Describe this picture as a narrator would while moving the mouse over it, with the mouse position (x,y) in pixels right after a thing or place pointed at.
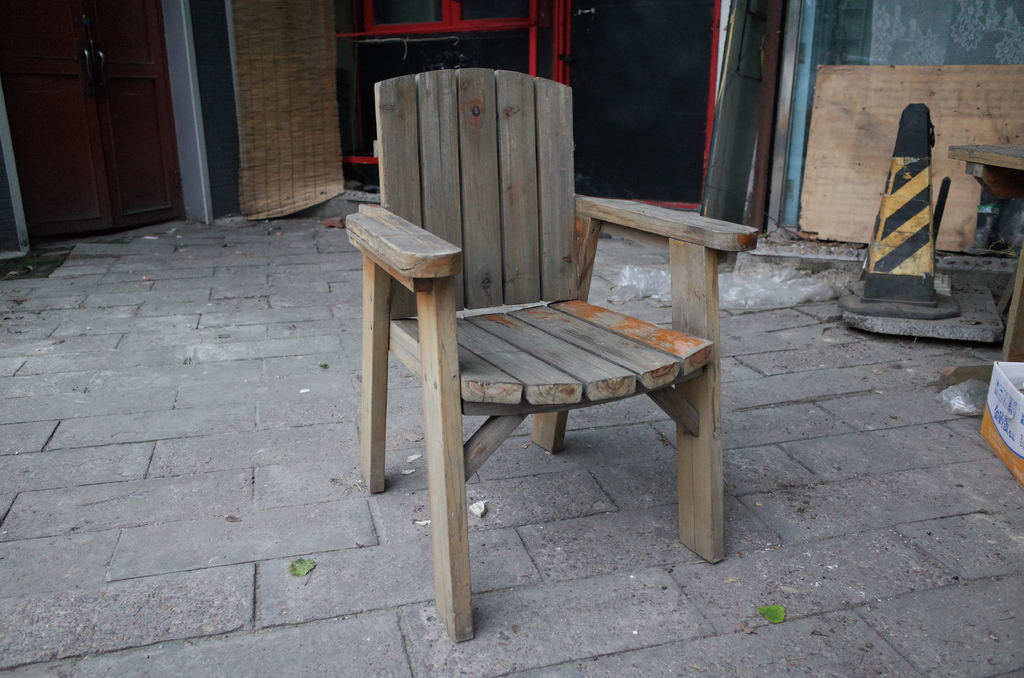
In this image we can see a wooden chair (506,269). On the right side (1009,417) there is a traffic cone (931,196), box (1002,397) and many other items (750,122). In the back (140,100) there are doors (53,107).
